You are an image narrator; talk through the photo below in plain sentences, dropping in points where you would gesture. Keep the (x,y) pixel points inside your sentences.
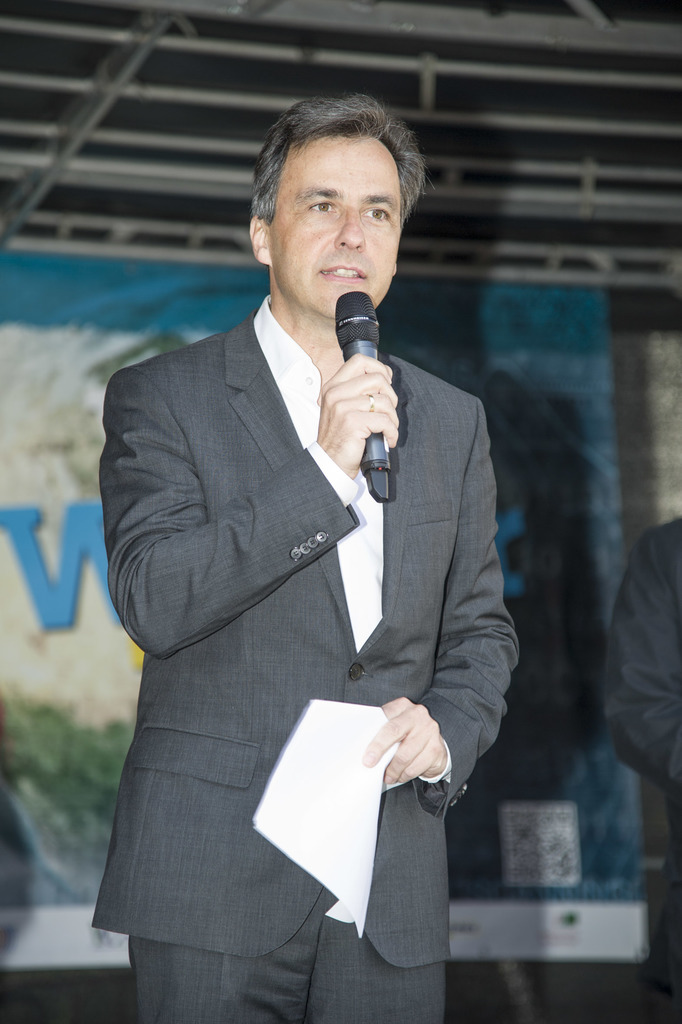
There is a man (250,599) in the picture, holding a microphone (344,338) in his hand (354,386) and some papers (337,796). He's wearing a coat (276,671). He is talking.
